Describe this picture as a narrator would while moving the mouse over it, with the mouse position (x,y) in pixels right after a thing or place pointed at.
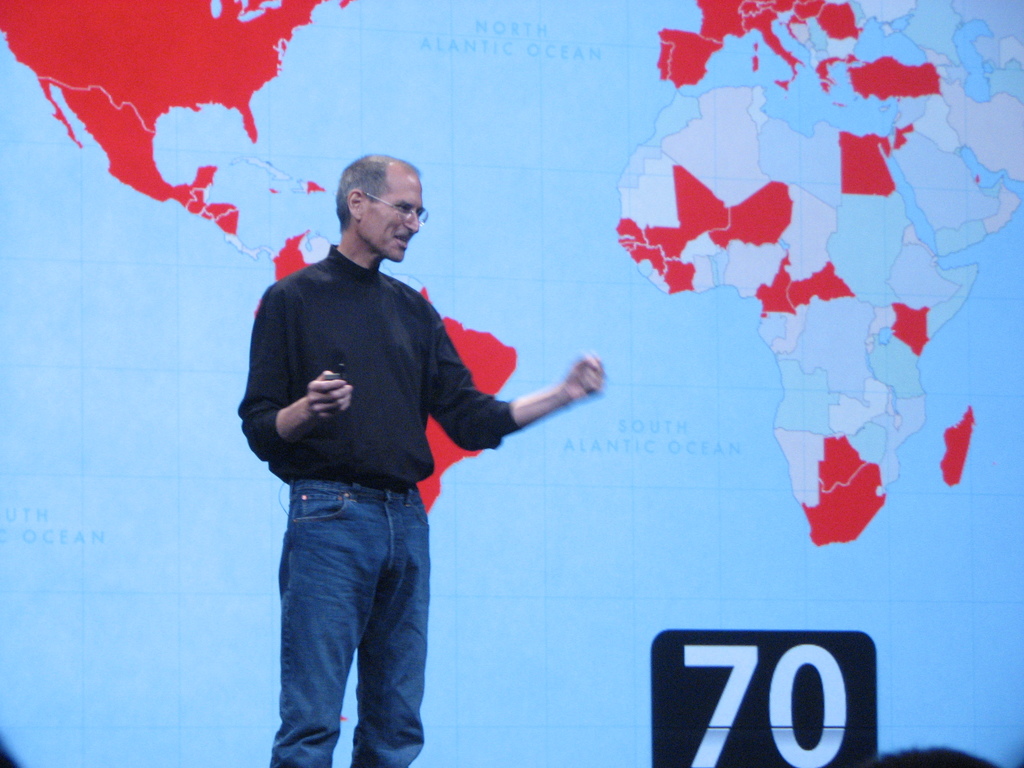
In this image we can see a person (351,449) standing and holding an object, in the background (622,279), we can see a screen (541,354) with maps (648,178) and on the right side of the image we can see a number seventy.
